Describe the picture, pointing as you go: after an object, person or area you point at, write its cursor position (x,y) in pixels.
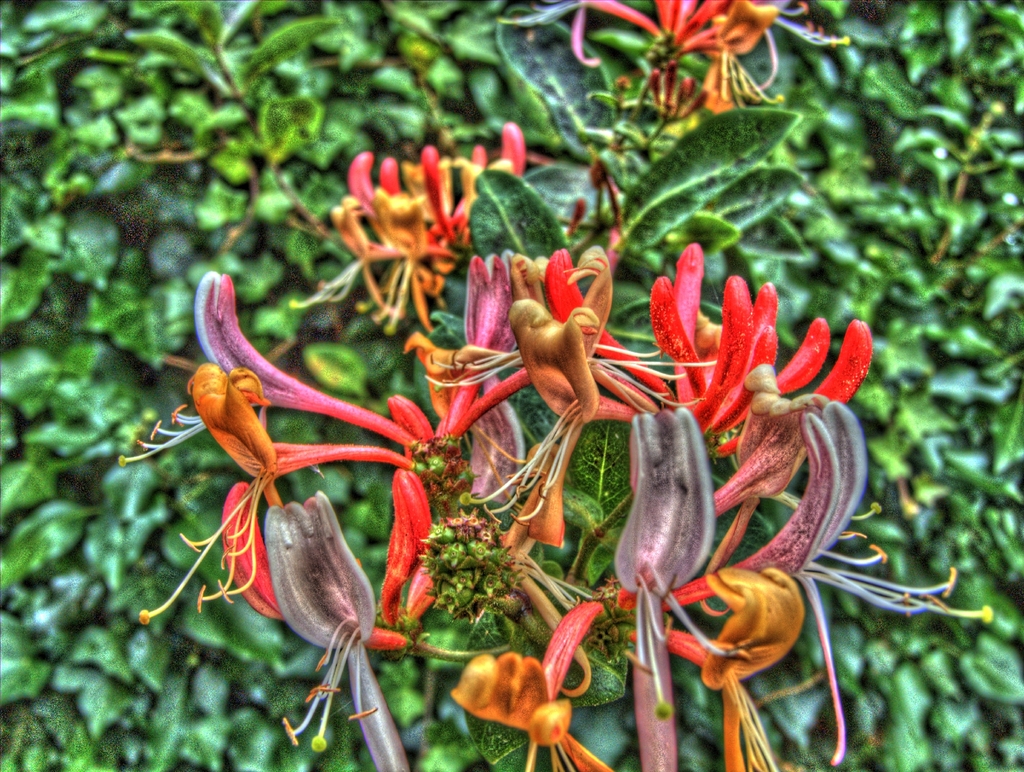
In this image we can see the flowers (498,405). In the background (519,196), we can see leaves (912,465).
